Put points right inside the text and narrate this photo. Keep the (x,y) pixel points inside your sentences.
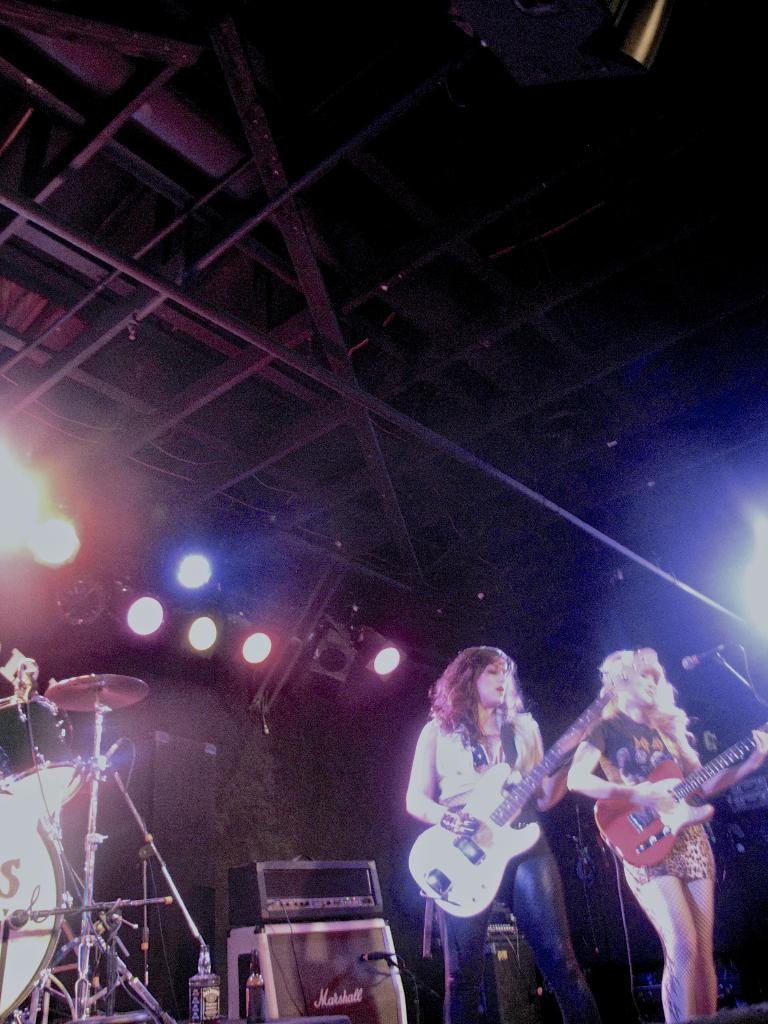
It is taken on the stage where two women (519,862) are standing and playing a guitar (481,850) at the right corner of the picture (543,917) and beside them there are drums (20,973) and speakers (307,951) and bottles (198,998) on the stage (408,913) and behind them on the roof (10,438) there are lights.
